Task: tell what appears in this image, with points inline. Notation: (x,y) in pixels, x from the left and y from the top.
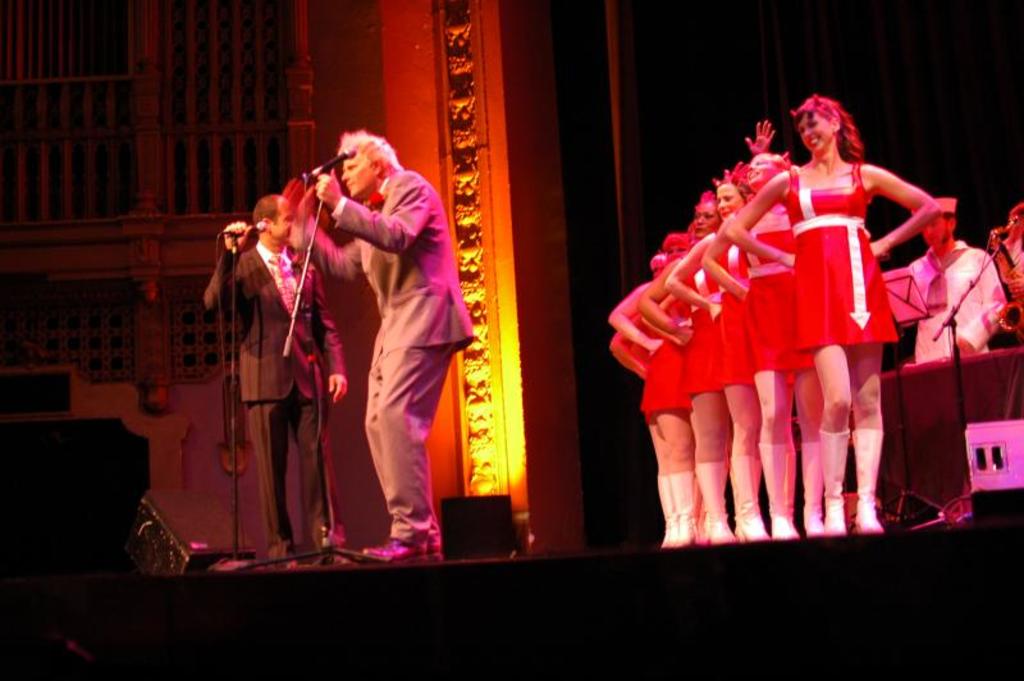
In this image there are group of persons (456,325) standing. In the center (389,393) there is a man (265,344) standing and holding a mic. In the background (94,441) there are objects (63,469) which are black in colour and there is a wall (281,156). On the right side (905,72) there is a curtain (921,72) which is black in colour, and the woman (830,268) standing in the front (852,315) on the right side (836,283) is smiling.
